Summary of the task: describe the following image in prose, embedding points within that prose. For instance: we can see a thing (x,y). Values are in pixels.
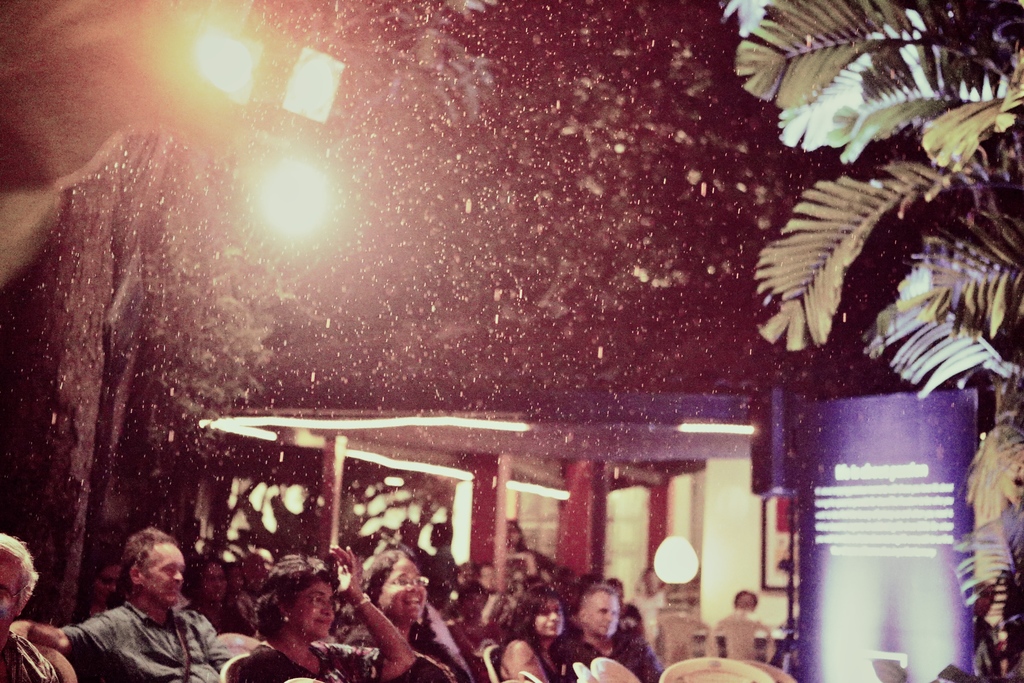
At the bottom of the image (8,551) there are person (164,554) sitting on chair (678,627). At the right side of the image (911,366) there is a tree (967,155). At the left side of the image (69,265) there is a tree trunk (97,380).
